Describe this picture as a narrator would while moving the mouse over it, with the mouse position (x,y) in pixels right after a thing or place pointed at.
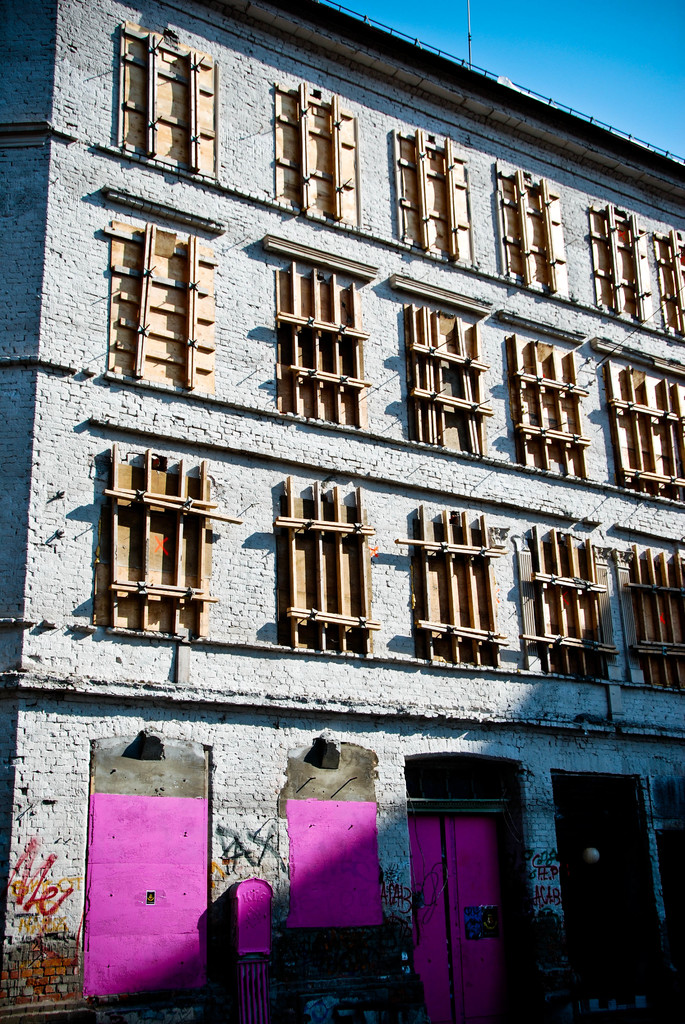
In this image, we can see a building (159,852) with many closed windows (340,295) and at the bottom (436,915) we can see some doors (476,775) and in the background (556,86) we can see the sky (582,63).
